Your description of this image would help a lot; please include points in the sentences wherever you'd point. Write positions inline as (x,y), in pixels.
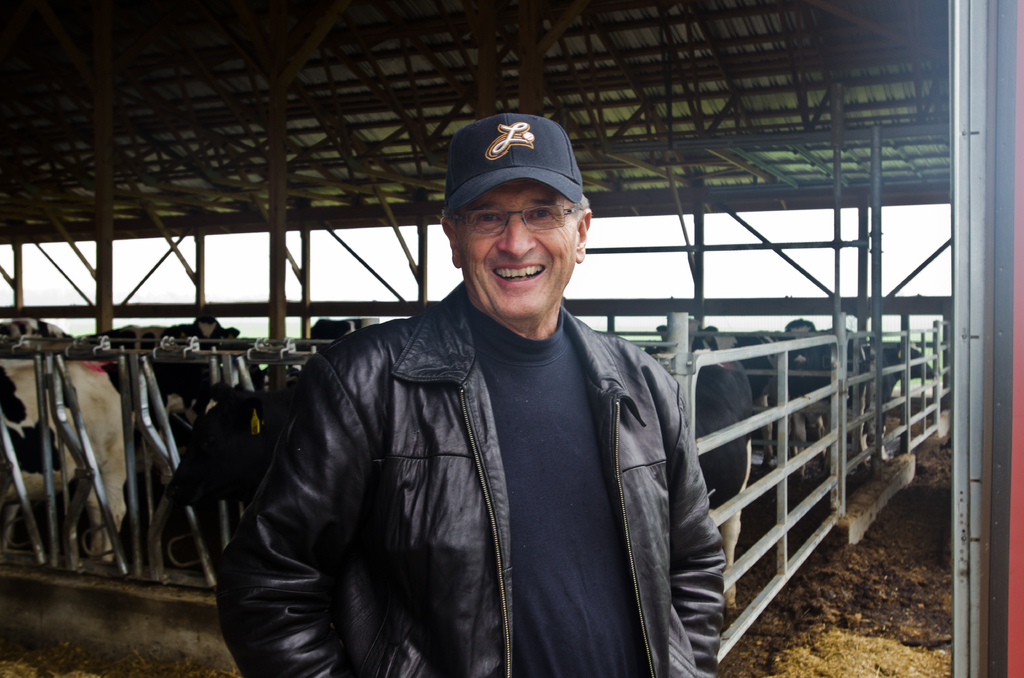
In this image I see a man (469,346) who is smiling and I see that he is wearing a black color jacket (439,522) and I see the cap (506,174) on his head (509,148). In the background (69,379) I see number of animals (92,368) and I see the rods (842,374) and I see the shed (511,105) in the background (373,108).
